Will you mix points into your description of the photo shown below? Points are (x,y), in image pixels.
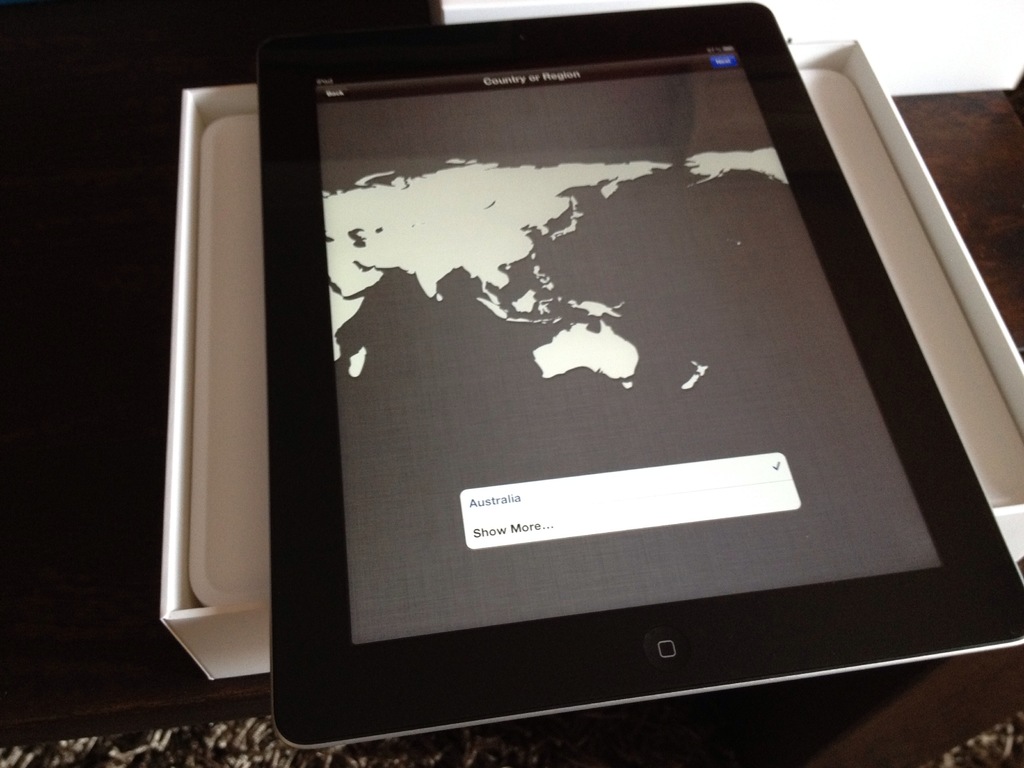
In the image we can see there is a tablet (547,497) which is kept on its box (231,314).
